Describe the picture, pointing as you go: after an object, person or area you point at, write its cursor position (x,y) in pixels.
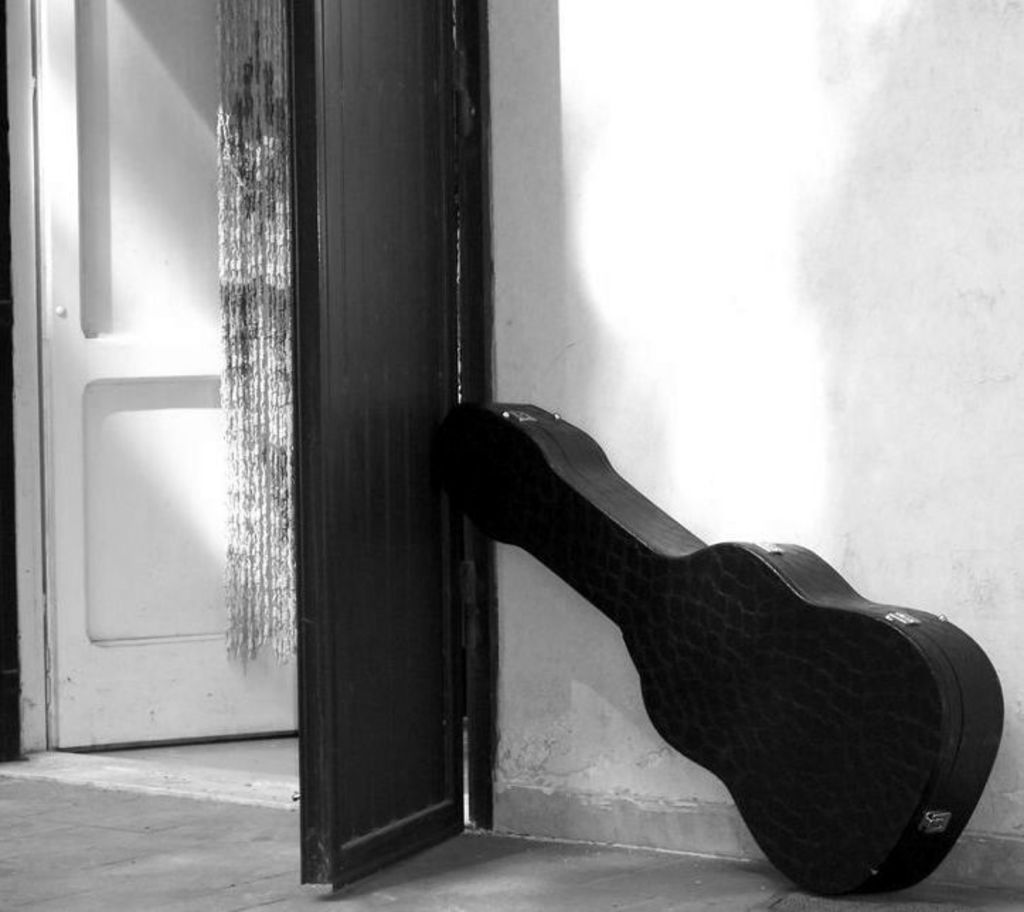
It is a black and white image and in this image we can see the doors (329,460), a guitar box (783,727), wall (812,415) and also the surface (219,866).
